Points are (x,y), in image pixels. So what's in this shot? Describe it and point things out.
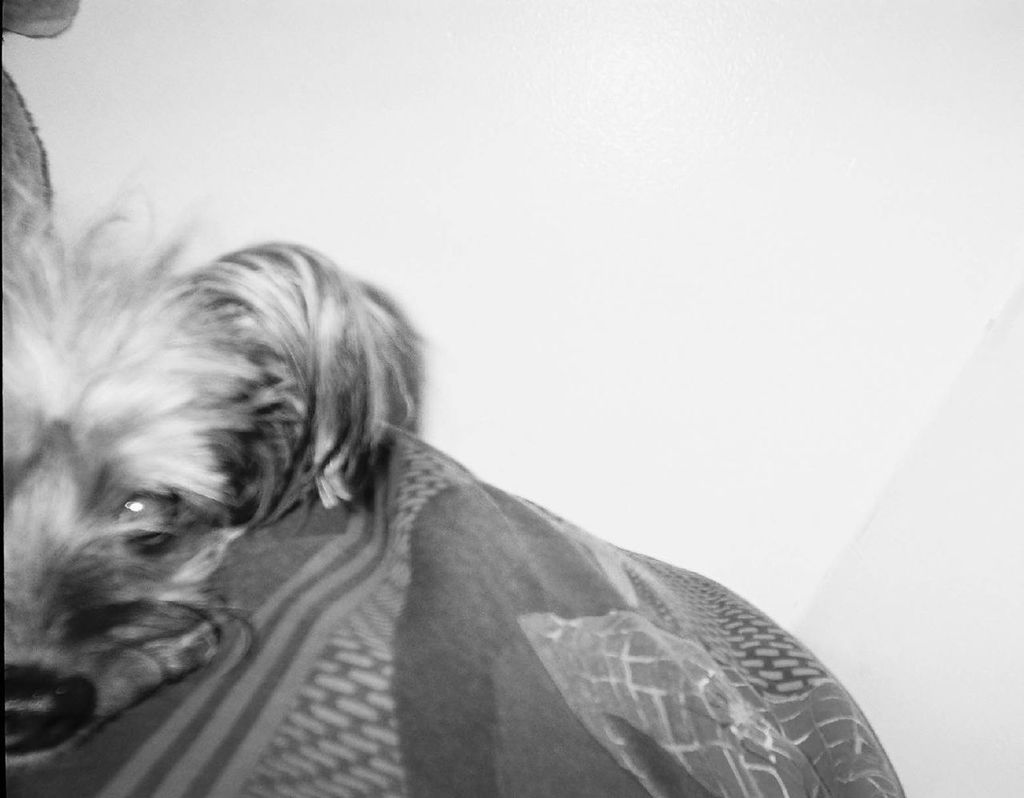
In this picture we can see a dog (195,565) wrapped in a cloth (730,620). Background (454,168) is white in color.
